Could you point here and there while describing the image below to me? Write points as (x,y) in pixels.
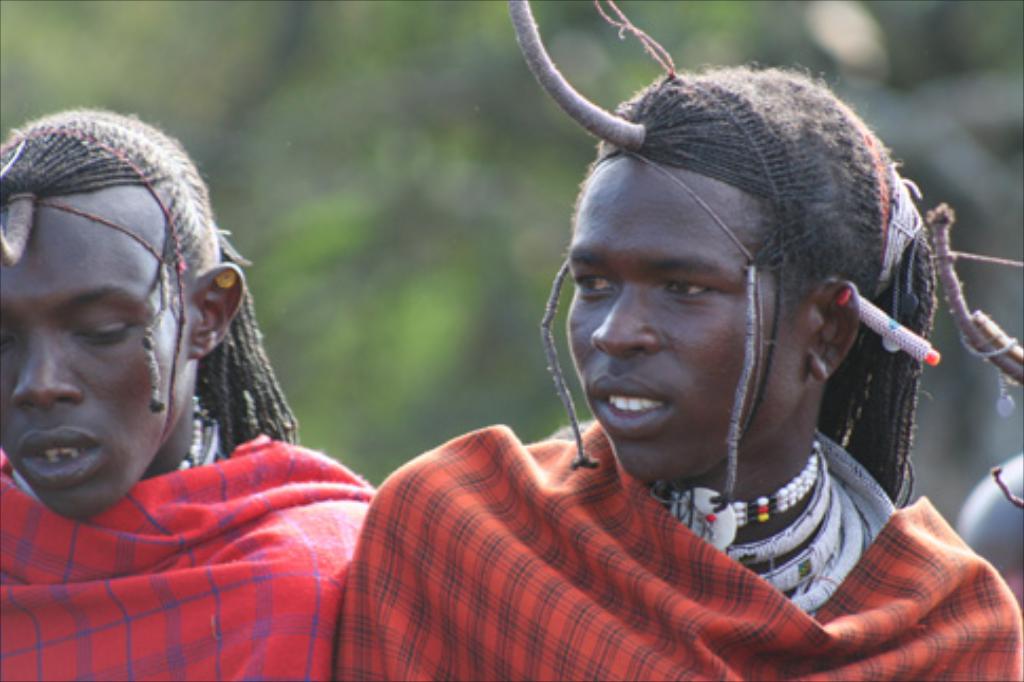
In the center of the image (624,388) there are persons (605,509). In the background (444,187) there are trees (360,137).
